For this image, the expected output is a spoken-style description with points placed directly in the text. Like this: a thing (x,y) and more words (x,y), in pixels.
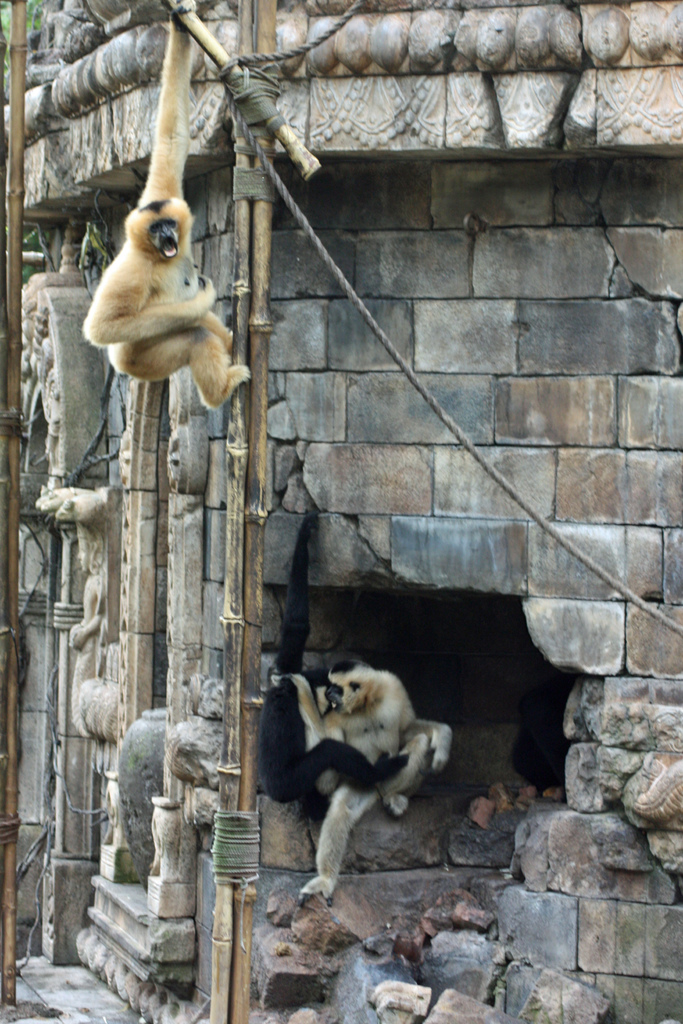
In this image we can see there is a monkey (127,306) climbing on the wooden stick (209,41), and few monkeys (371,711) are sitting in the rocks (559,792) of a building (315,479).
